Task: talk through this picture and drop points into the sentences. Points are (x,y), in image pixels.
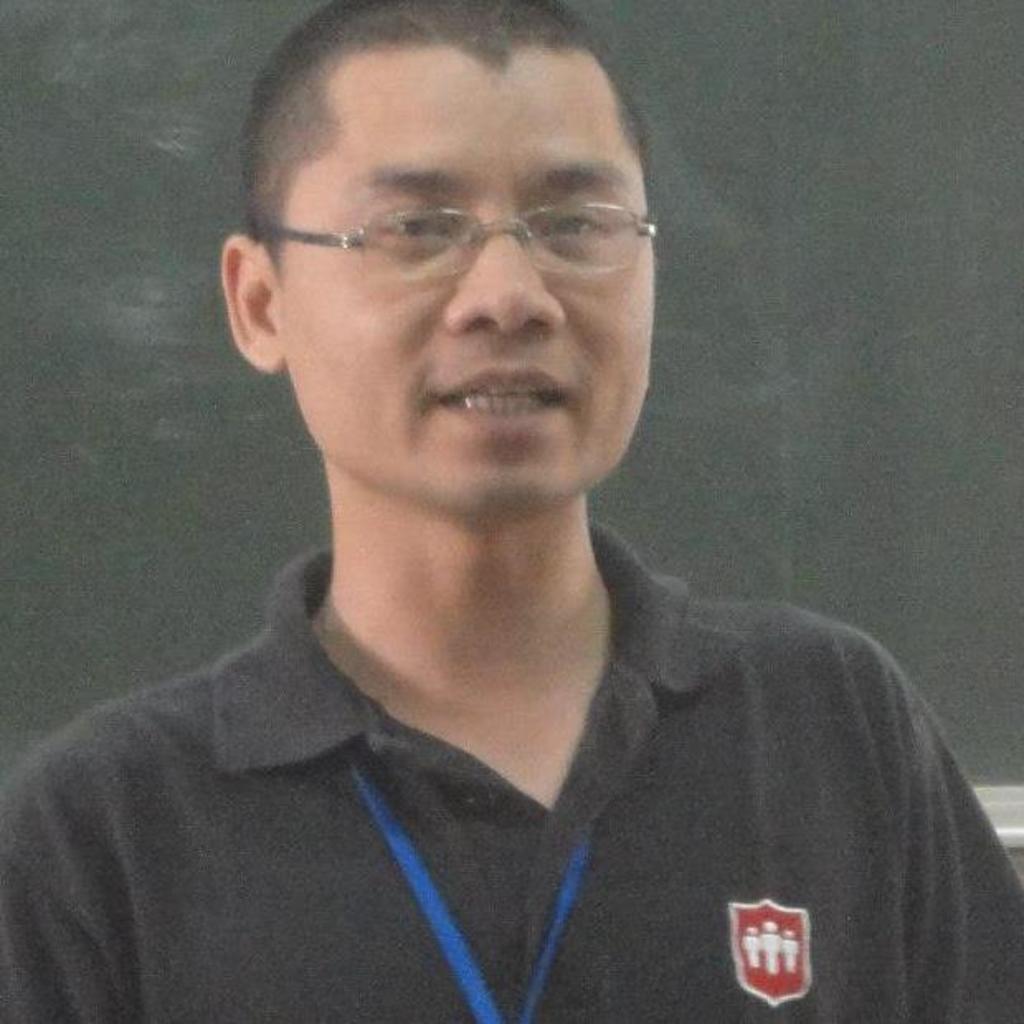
In the image we can see there is a man (603,798) and he is wearing spectacles (549,245).
